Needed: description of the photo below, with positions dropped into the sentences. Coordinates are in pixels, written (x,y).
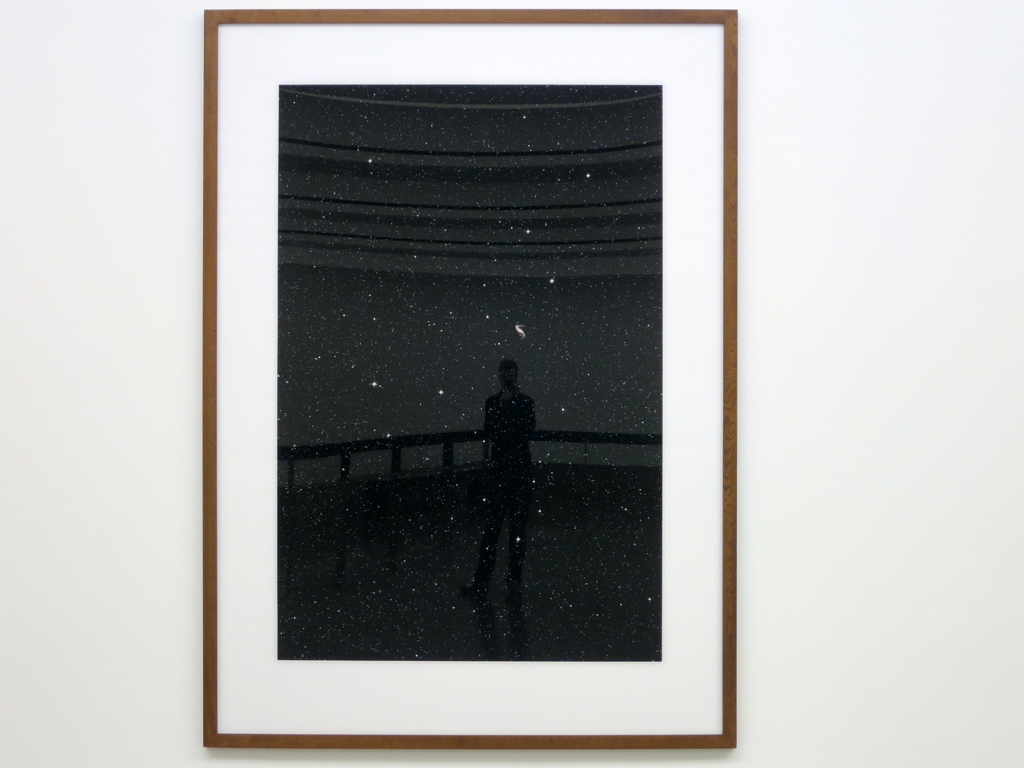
In the center of the image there is a wall (14,355). On the wall (751,266), we can see one photo frame (501,260).
